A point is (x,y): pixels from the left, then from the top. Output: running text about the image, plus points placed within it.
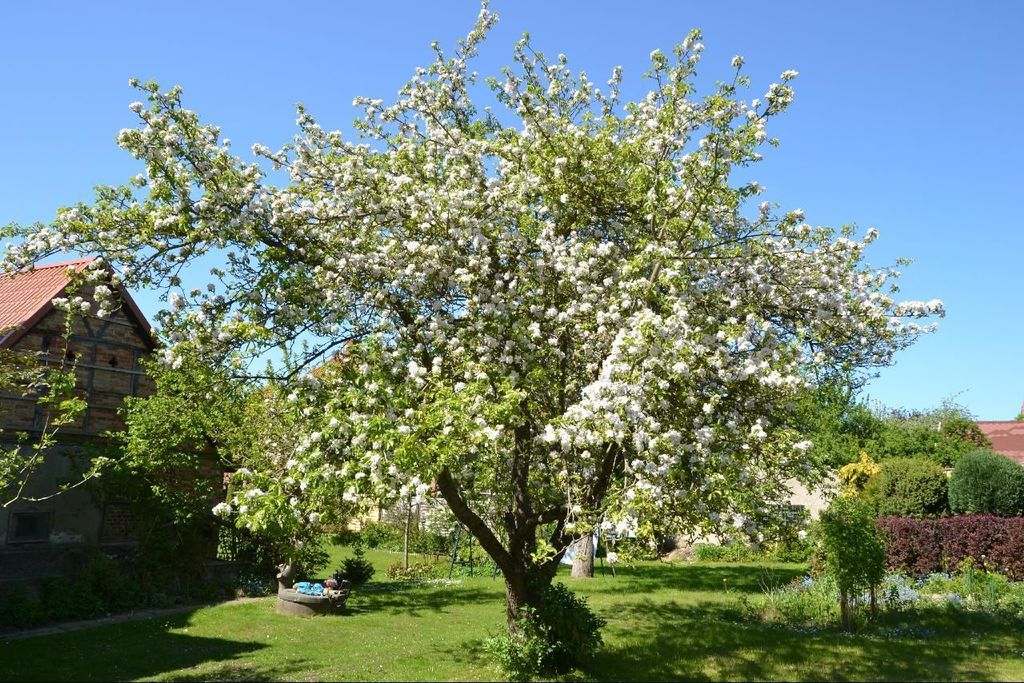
In the image I can see a house (111,552) and also I can see some trees (525,368) and plants (977,568) to which there are some flowers (307,206).
